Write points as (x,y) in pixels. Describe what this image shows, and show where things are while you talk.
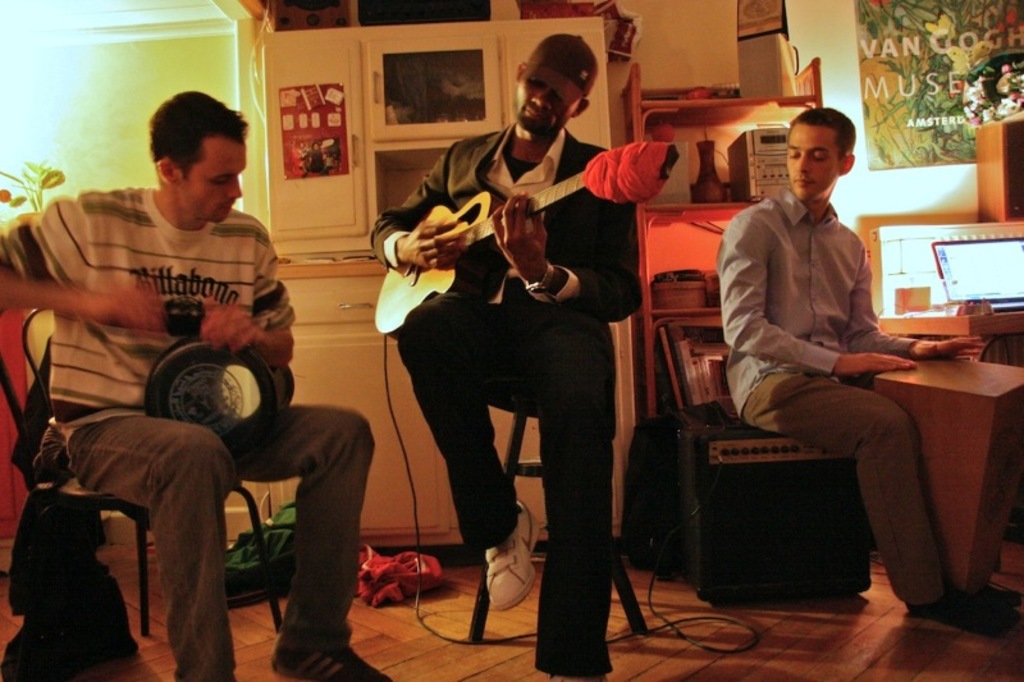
There are three people (625,206) in a room (455,571). They are playing musical instruments (415,286).
